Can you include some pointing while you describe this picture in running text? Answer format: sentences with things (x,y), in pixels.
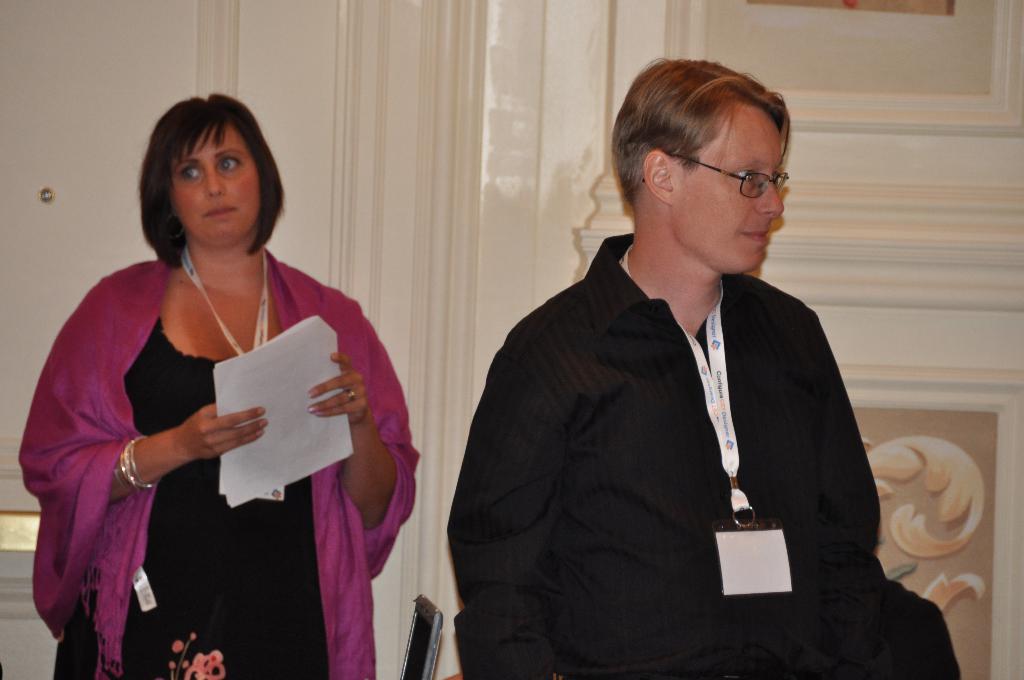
In this image I can see two persons (280,601) are standing in the front (208,295). I can see both of them are wearing ID cards (278,493) and black colour dress (619,510). On the right side (723,232) I can see he is wearing specs (746,194) and on the left side (171,385) I can see she is holding few white colour papers (261,354). On the bottom side of this image (424,679) I can see a monitor (412,668).
